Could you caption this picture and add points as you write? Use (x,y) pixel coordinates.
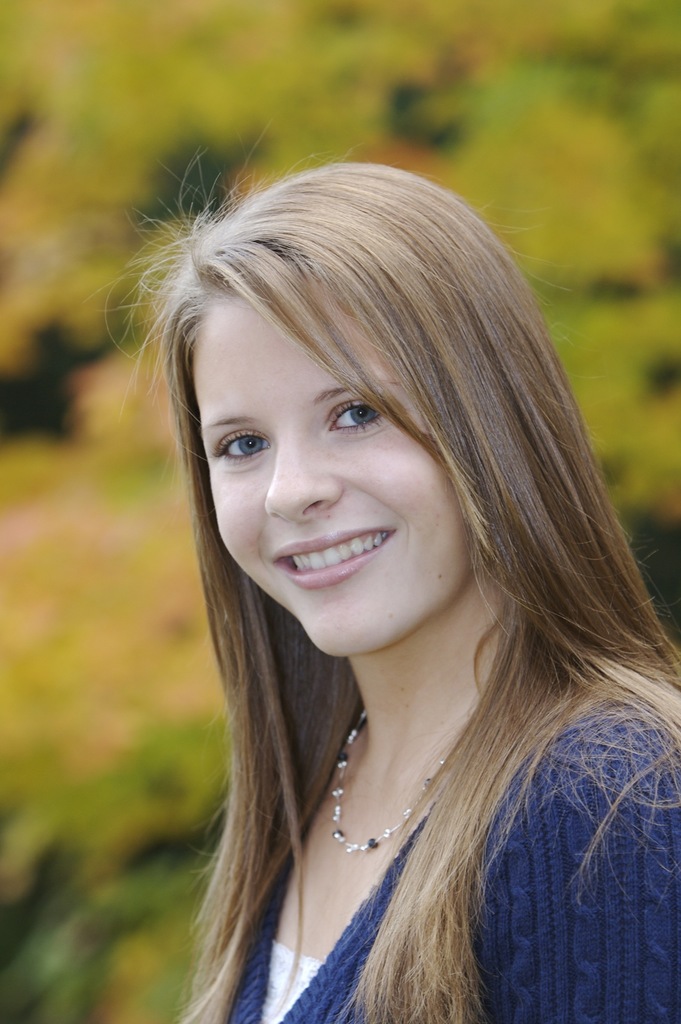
This image is taken outdoors. In this image the background (70,497) is a little blurred. There are a few trees (70,317) with green leaves (345,70). In the middle of the image (371,570) there is a girl (367,879) with a smiling face (329,501).
